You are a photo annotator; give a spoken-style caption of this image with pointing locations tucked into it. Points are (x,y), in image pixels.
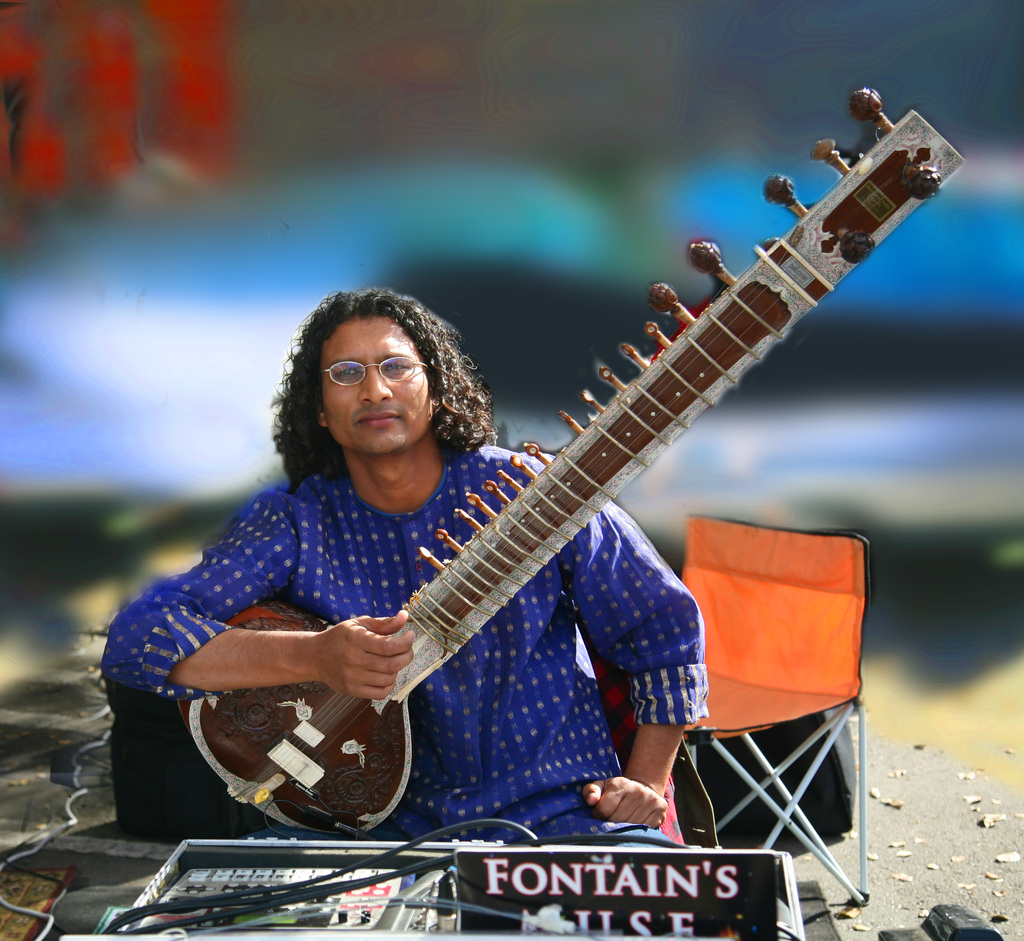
In this image I can see a person (479,705) wearing blue colored dress (484,712) is holding a musical instrument (438,617) in his hand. I can see few objects (353,887) in front of him and a chair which is orange and white in color. I can see the blurry background (575,26).
